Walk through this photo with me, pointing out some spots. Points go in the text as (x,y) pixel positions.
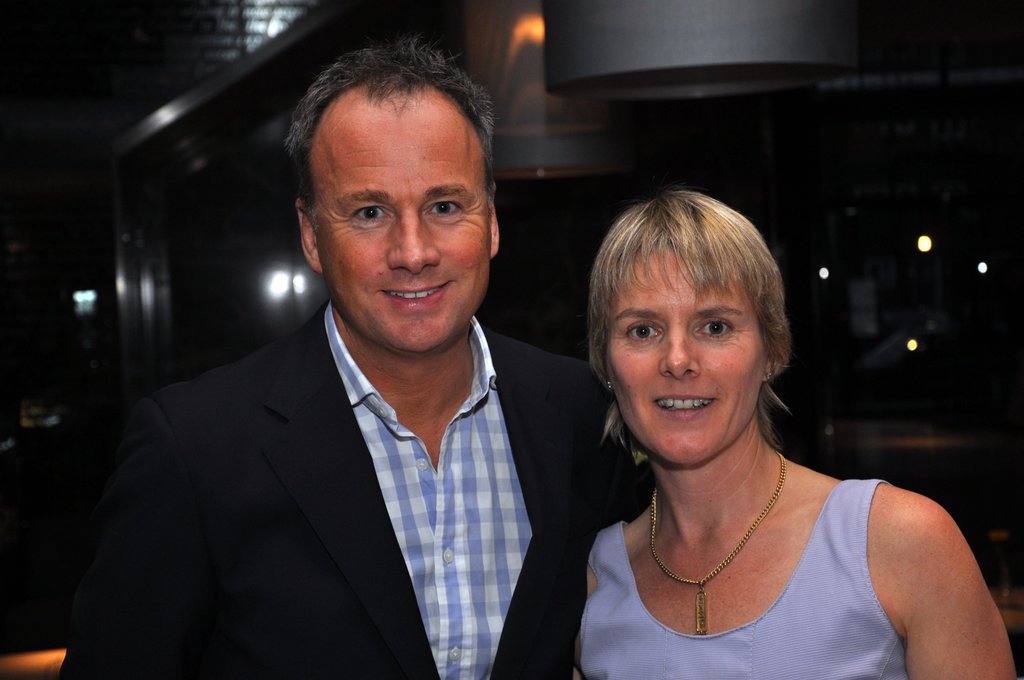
In the foreground of this picture (469,592), there is a couple (580,618) standing and having smile on their faces (614,310). In the background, there are lights (920,248) in the dark.
